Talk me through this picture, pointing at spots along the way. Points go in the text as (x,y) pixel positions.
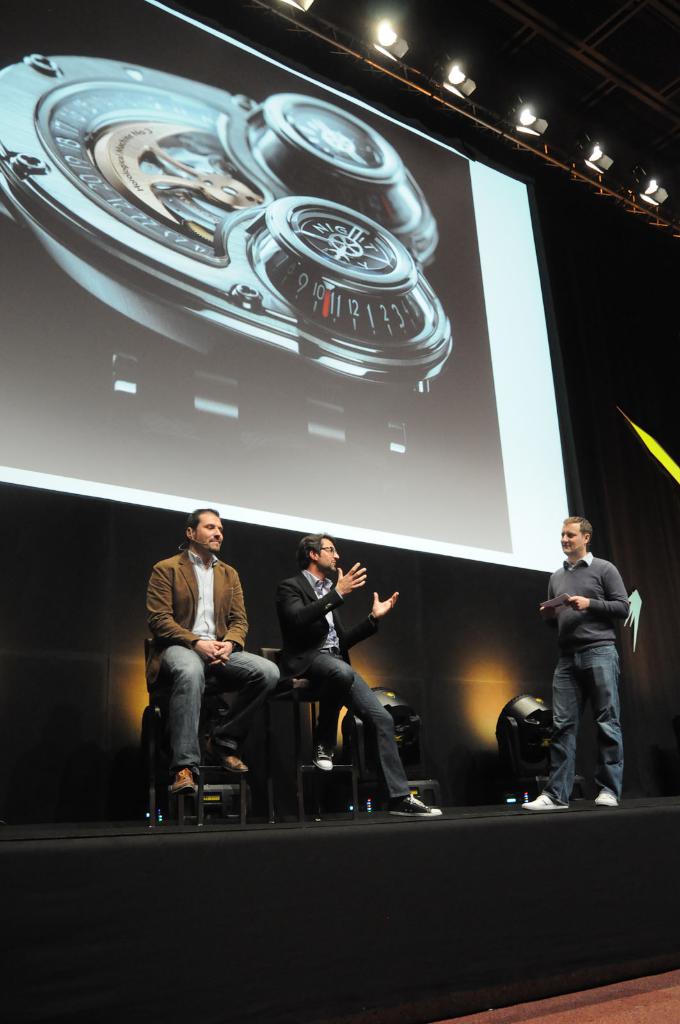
In this image, we can see three people (559,611). Two are sitting on the chairs (354,804). On the right side of the image (582,702), we can see a person (568,615) is standing and holding some object (558,601). Here there is a stage (523,893). At the bottom (591,1016), there is a floor (597,1016). Background (367,424) we can see screen (403,507), lights (524,697). Top of the image (513,139), we can see rods (455,117) and few lights (667,202). On the screen (402,298) we can see some device (225,320).
